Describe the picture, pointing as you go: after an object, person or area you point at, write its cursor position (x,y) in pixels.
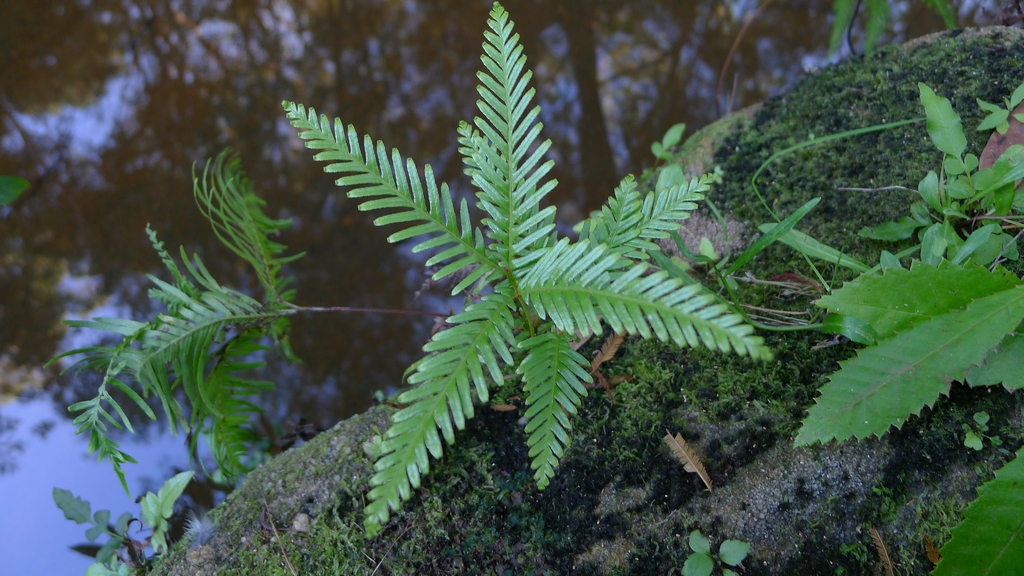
Here I can see some plants (602,296). At the bottom of the image (550,525) there is a ground (384,536). On the right side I can see the rock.
